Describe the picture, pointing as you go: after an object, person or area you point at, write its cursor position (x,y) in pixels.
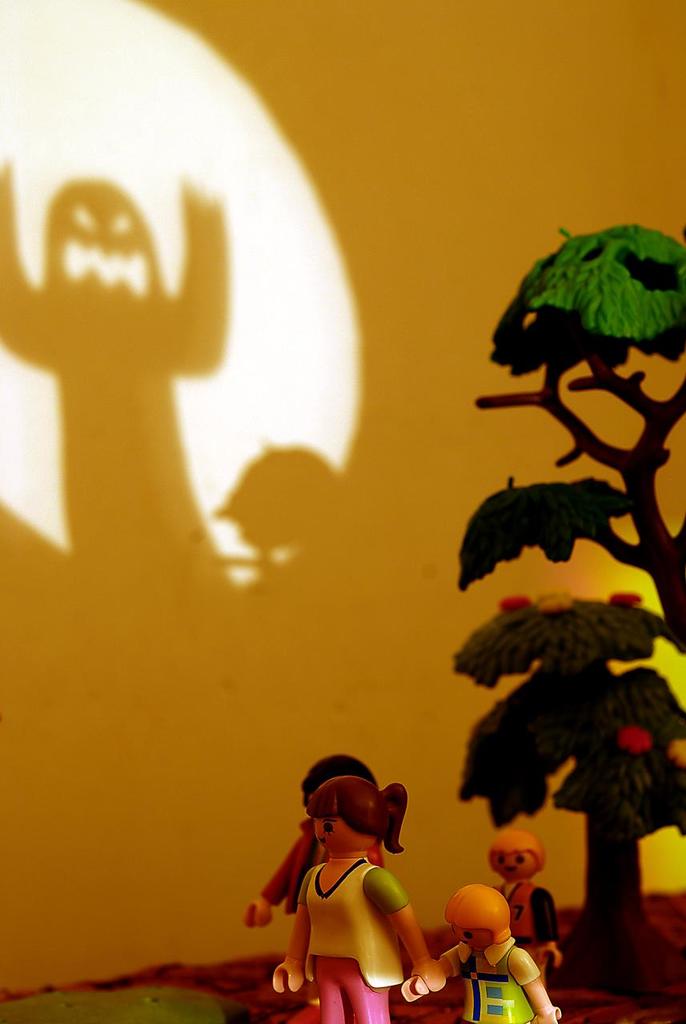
In this image I can see few toys (361,1018), they are multi color. Background (491,525) I can see trees (564,506) in green color and the wall (125,263) is in yellow color.
